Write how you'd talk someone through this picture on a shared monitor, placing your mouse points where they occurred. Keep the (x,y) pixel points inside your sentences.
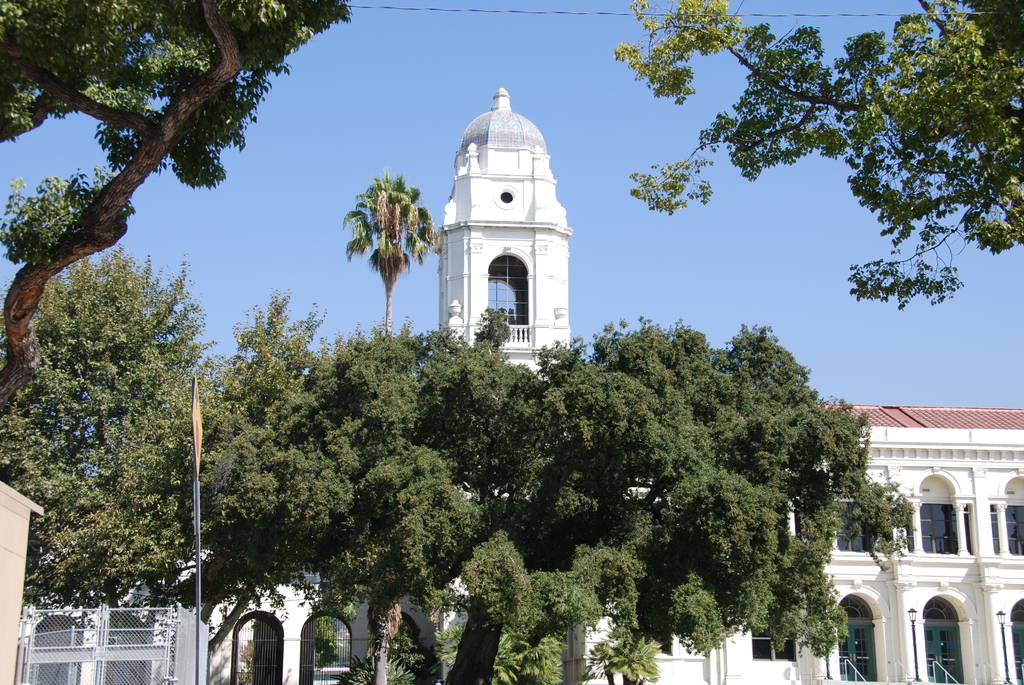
In the foreground of the picture (230,382) there are trees (210,441) and railing (204,659). In the center of the picture (466,266) there is a building (936,635). Sky (596,205) is clear.
